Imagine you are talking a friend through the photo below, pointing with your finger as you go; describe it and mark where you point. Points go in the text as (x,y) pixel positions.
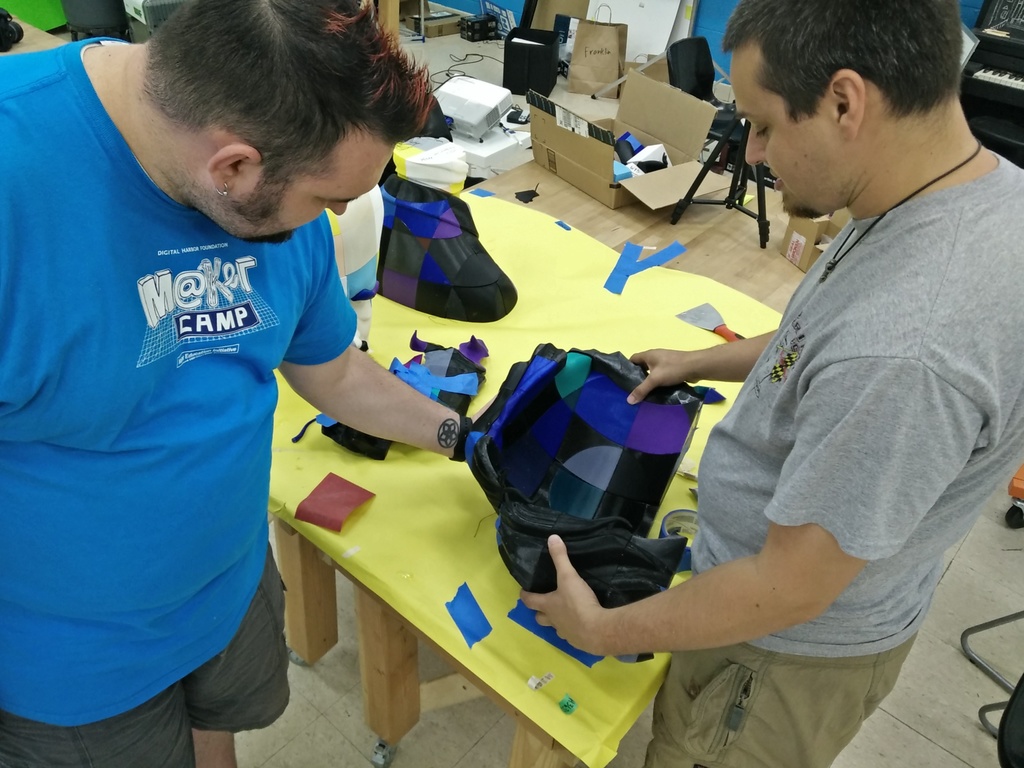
In this image, In the middle (347,508) there is a table (446,575) which is covered by a yellow color paper (412,553) on that table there is a black color object (591,465), There are some people (129,474) standing around the table (394,533), In the background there is a paper bag (607,62) of brown color and there are some black color objects (531,84) and there is a blue color wall (726,19).
